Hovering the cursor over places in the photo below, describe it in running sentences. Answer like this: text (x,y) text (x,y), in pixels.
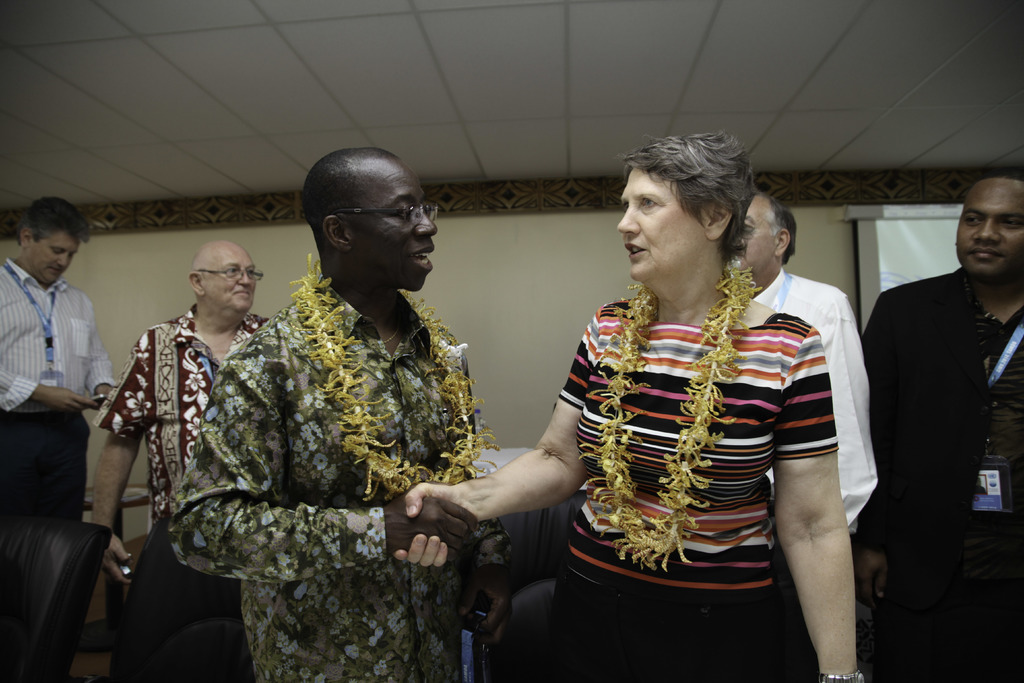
In this picture we can see two people (310,362) wore garlands (644,540) and standing. In the background (522,576) we can see some people (96,328), wall (573,238), ceiling (702,68), screen (885,237) and some objects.
